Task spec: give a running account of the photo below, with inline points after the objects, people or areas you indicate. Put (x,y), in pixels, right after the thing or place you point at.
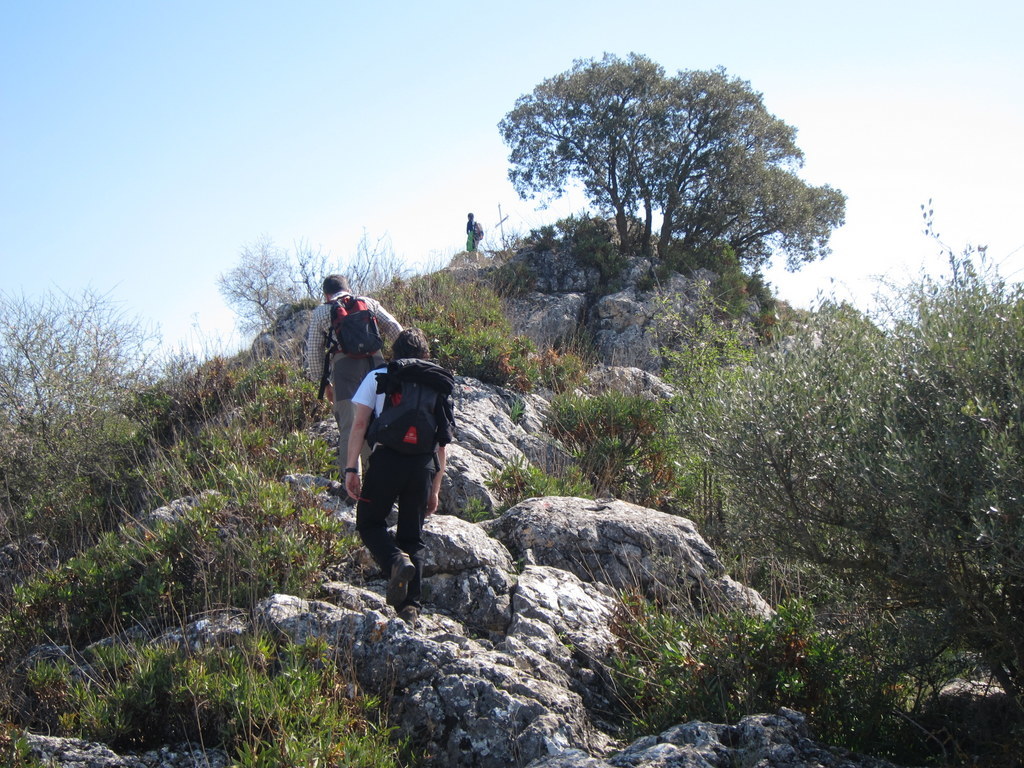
In this picture I can see there are some people (394,451) climbing the mountain (376,618) and in the backdrop (477,303) there is a person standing and there are rocks (375,670), plants (284,666) and trees (662,80).
